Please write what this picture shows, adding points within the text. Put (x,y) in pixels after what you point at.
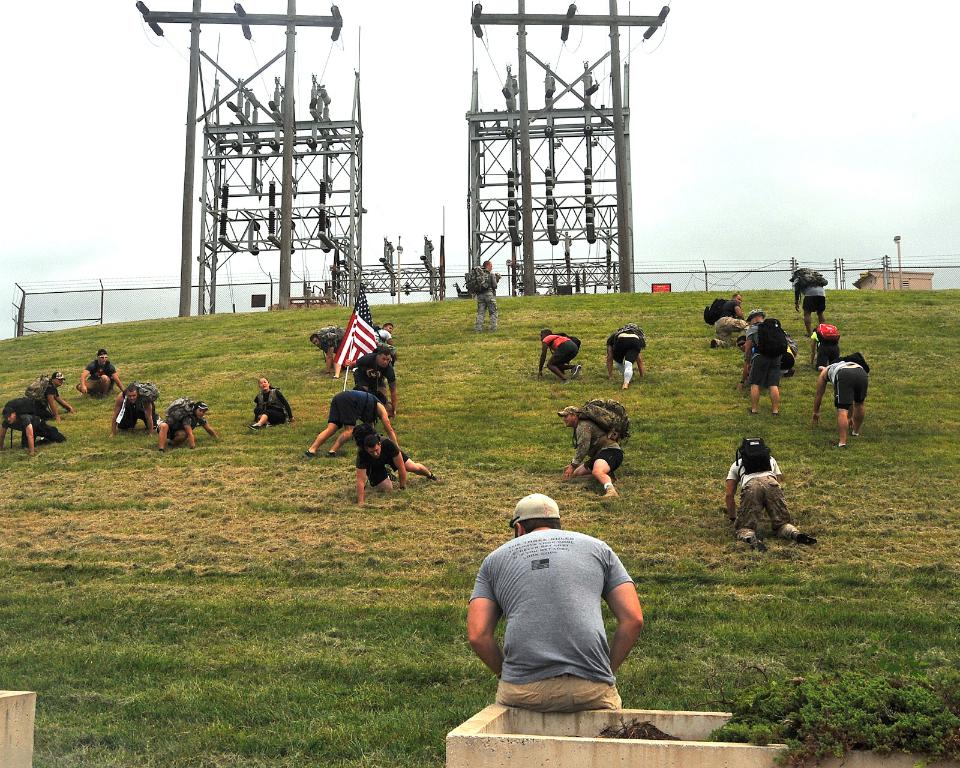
In this picture we can see a person (540,575) wore a cap (537,504) and in front of this person (513,648) we can see some people (85,392) carrying bags (365,425) and they all are on the grass (687,407), flag (349,342), poles (190,148), fence (28,297), building (870,286) and some objects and in the background (674,104) we can see the sky (831,210).
